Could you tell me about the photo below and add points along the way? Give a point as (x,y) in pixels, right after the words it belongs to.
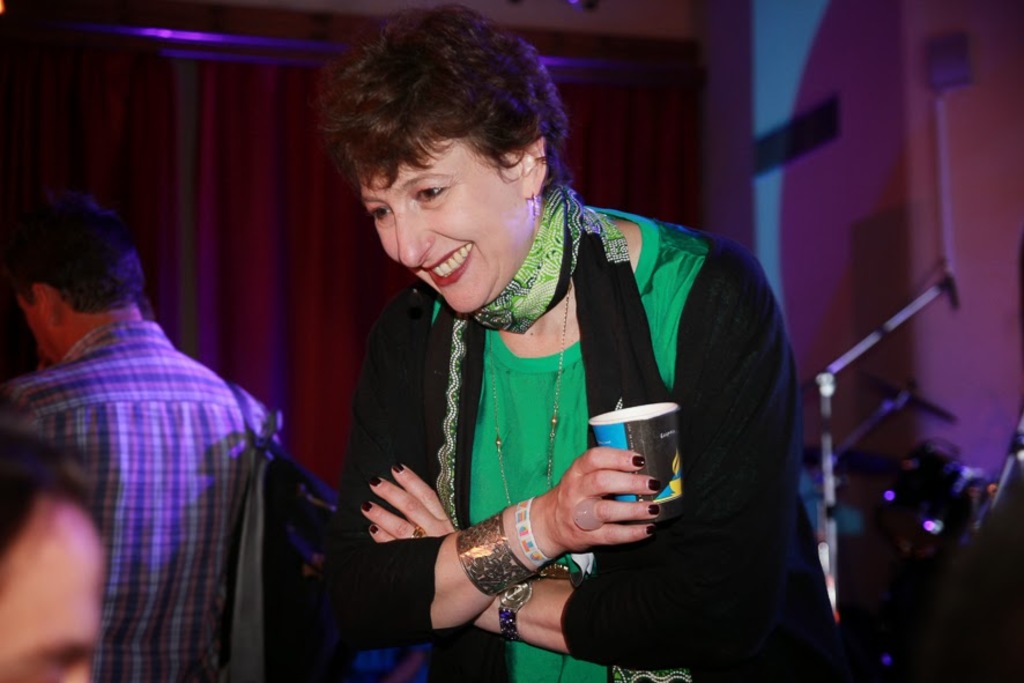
There is a lady (471,272) wearing scarf (558,233), watch (508,609), bangles (490,544), ring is holding a cup (601,417). Also there is a man (124,362) holding a bag (264,554). In the back (191,171) there are curtains (242,202). And it is looking blurred.
